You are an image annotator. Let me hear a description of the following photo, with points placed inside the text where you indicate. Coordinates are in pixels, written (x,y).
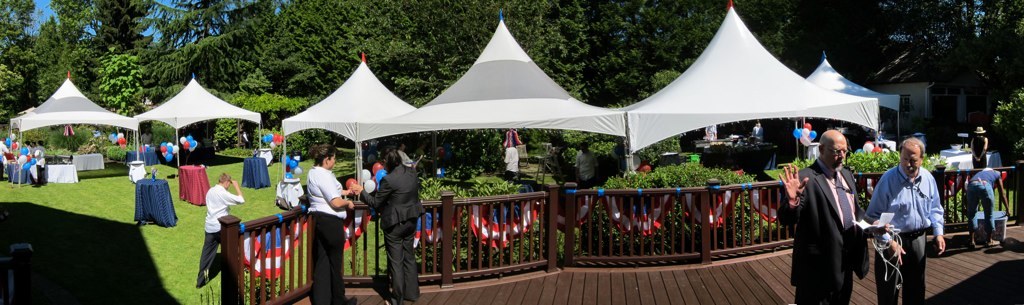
In this picture there are two women (387,203) who are standing near to the wooden fencing (299,295). On the right (836,207) there are two man (846,226) standing on the wooden floor (863,293). Here we can see group of persons (2,151) was standing near the tent (61,120). In the back (257,176) we can see balloons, table (205,183), tent (383,134), plants (632,180) and trees (240,9). On the top left corner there is a sky (50,12). On the bottom left corner (118,255) we can see grass (106,269).
